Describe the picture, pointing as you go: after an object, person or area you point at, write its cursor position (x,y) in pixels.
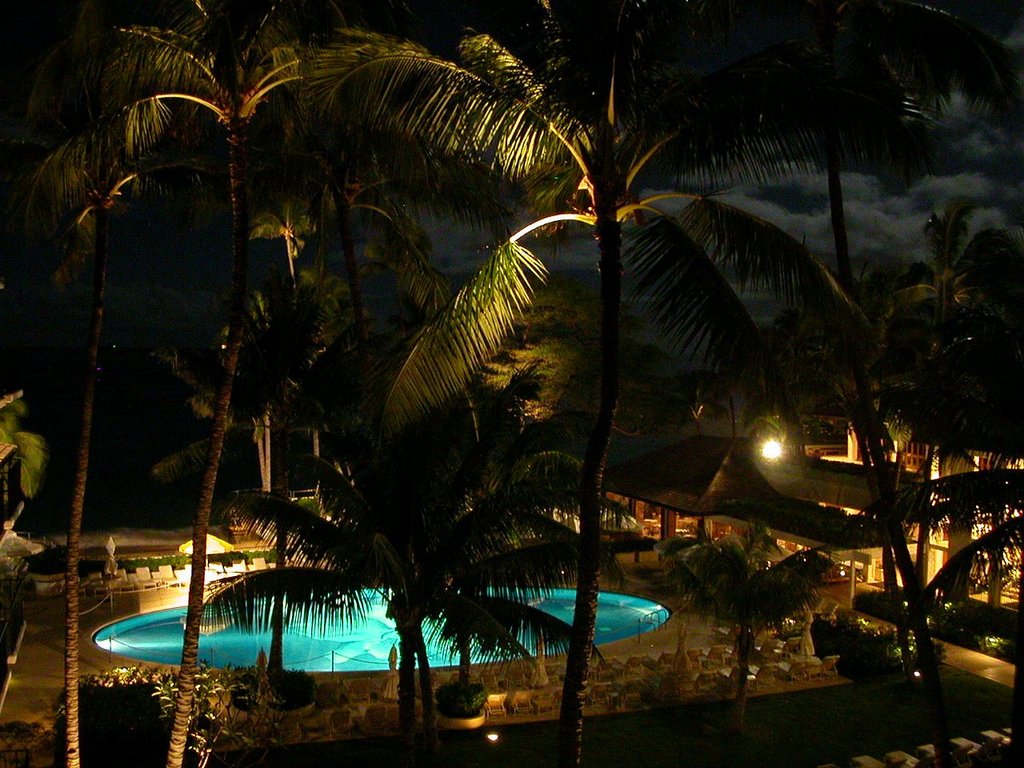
In this image we can see a swimming pool (343,652) and a group of chairs (611,666) placed on the surface (609,653). We can also see some poles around a swimming pool (302,656), a group of trees (421,666), a building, lights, an outdoor umbrella (214,544) and the sky (591,237) which looks cloudy.
